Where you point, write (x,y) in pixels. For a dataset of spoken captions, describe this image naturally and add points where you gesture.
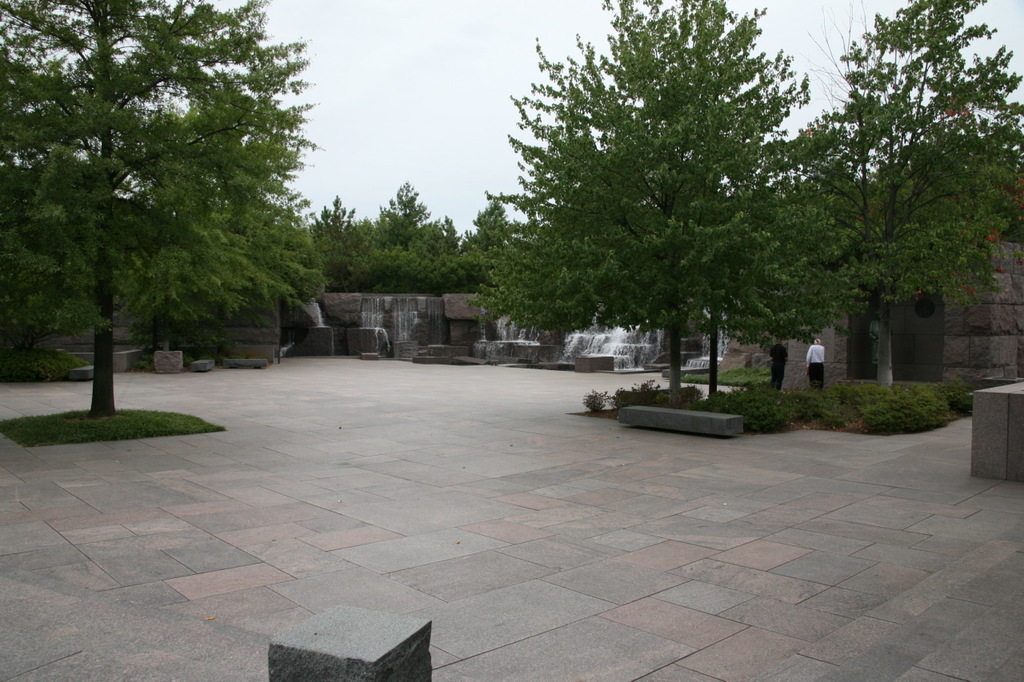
In this image there are trees (678,232) on the floor (648,379). In the background (485,345) there is a waterfall (590,348). At the top (408,60) there is sky (405,52). On the right side (818,363) there are two persons (780,382) standing on the floor (446,455). On the floor (492,459) there are rough tiles (485,511). In the background (834,369) there are stones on the right side (828,382).
